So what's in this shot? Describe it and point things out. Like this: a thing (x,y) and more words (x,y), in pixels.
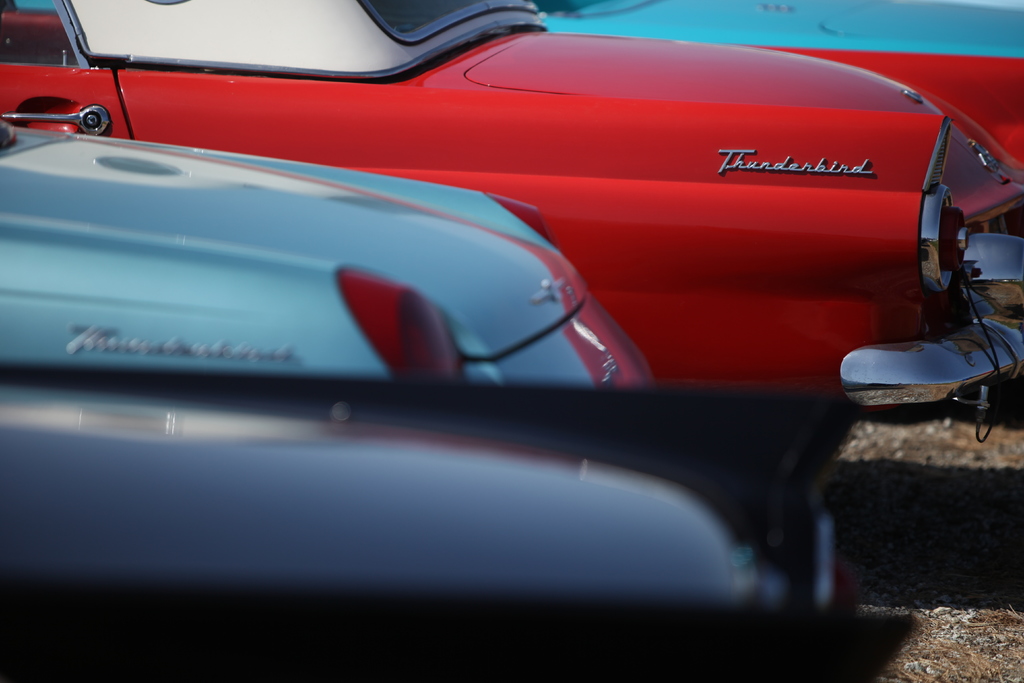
In this image we can see some different colors and models of cars (556,325).
